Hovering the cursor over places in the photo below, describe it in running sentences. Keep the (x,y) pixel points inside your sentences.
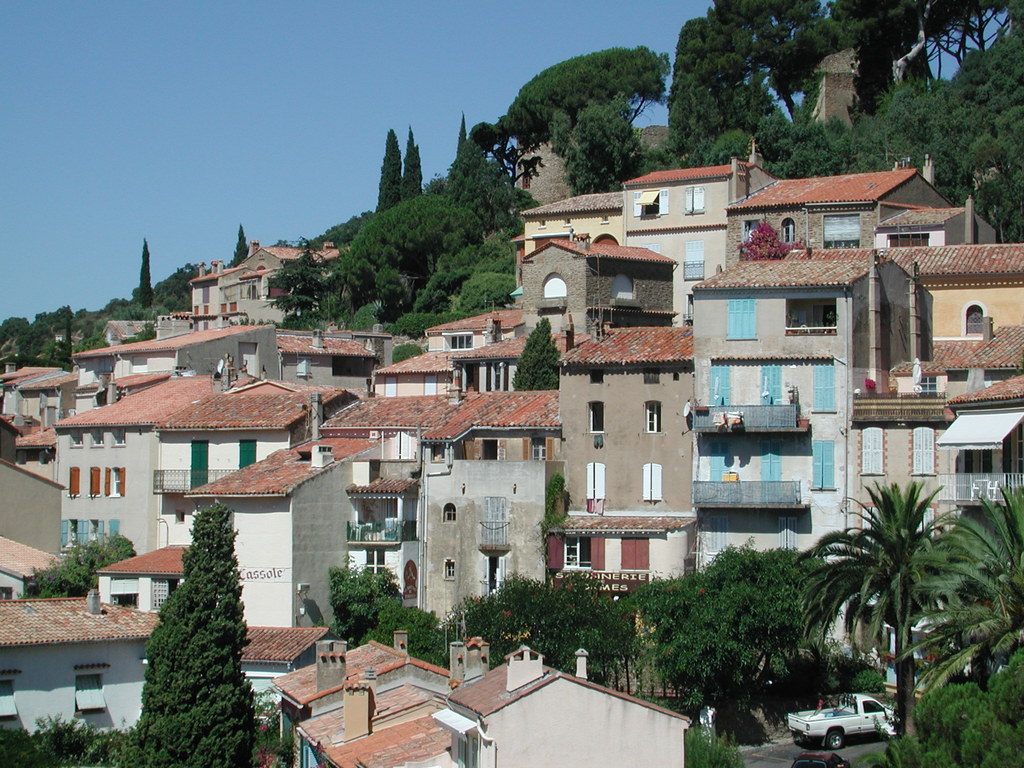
In this picture there are few buildings (75,602) and trees (491,230).
